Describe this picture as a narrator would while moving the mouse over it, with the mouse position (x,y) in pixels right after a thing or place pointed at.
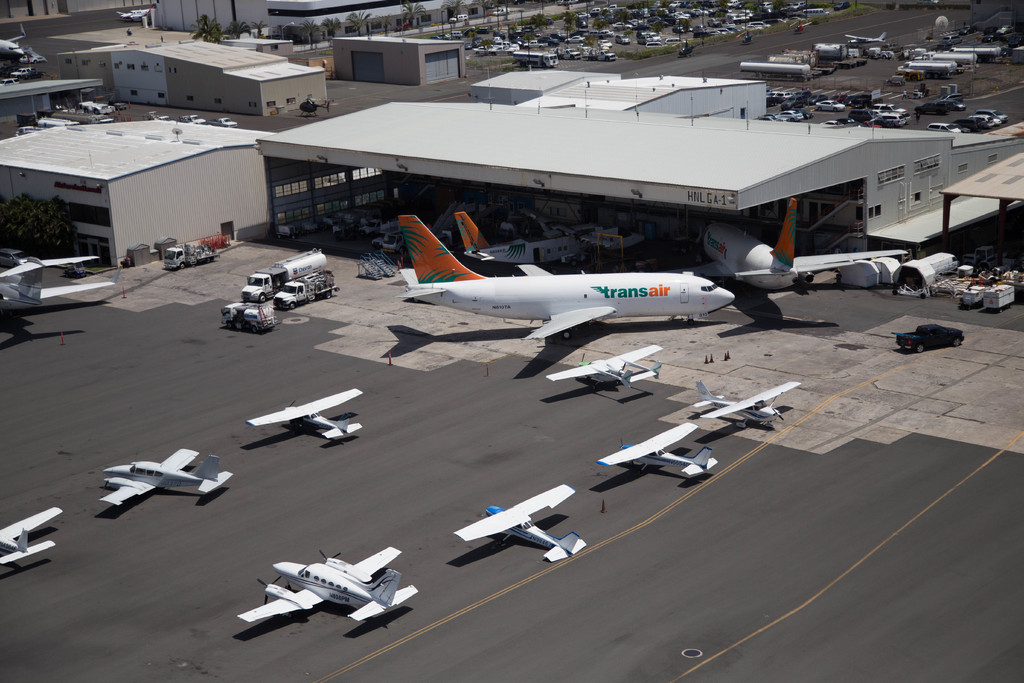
This is the picture of a city (475,143). In the foreground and there are aircrafts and there are vehicles (187,246). At the back (490,207) there are buildings (400,158) and trees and there are vehicles (614,59) on the road (680,59). At the bottom (420,644) there is a road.
